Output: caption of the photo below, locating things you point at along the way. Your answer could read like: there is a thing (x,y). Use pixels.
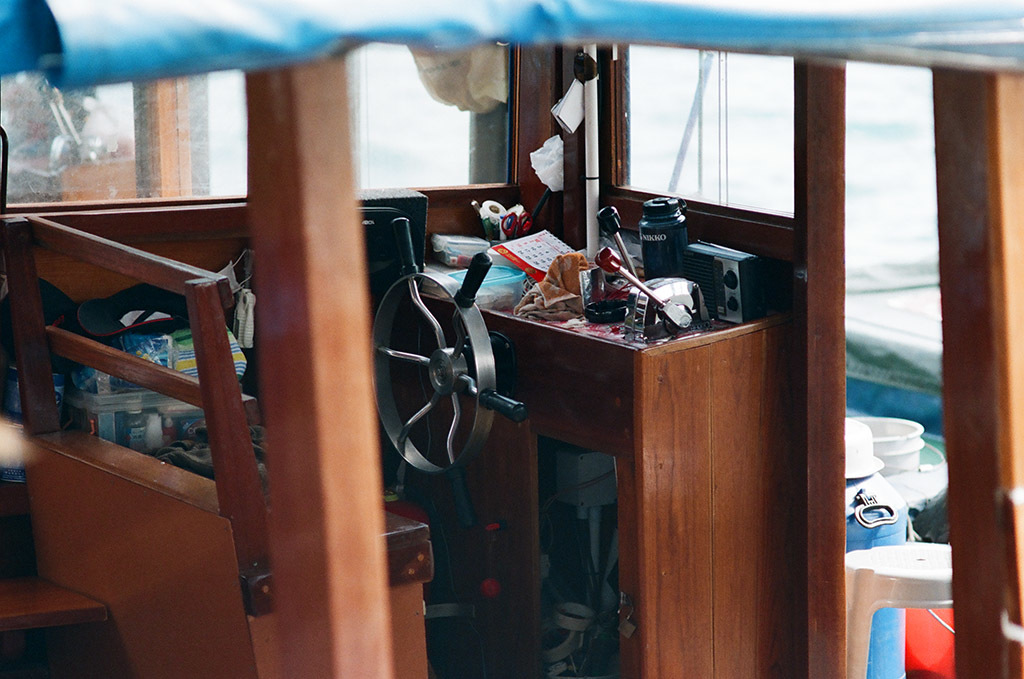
This is the picture of a boat (582,446). In this image there is a steering (417,423) and there is a bottle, device (719,313) and there are boxes (501,275) and there is a paper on the table (710,361). On the left side of the image (91,413) there are boxes (124,409) and there is a chair (244,649). On the right side of the image (885,517) there is a drum (883,678) and there are buckets (908,507) and there is a stool (947,575). At the back (775,173) there is water (775,173). At the top (581,29) there is a sheet (705,28).
